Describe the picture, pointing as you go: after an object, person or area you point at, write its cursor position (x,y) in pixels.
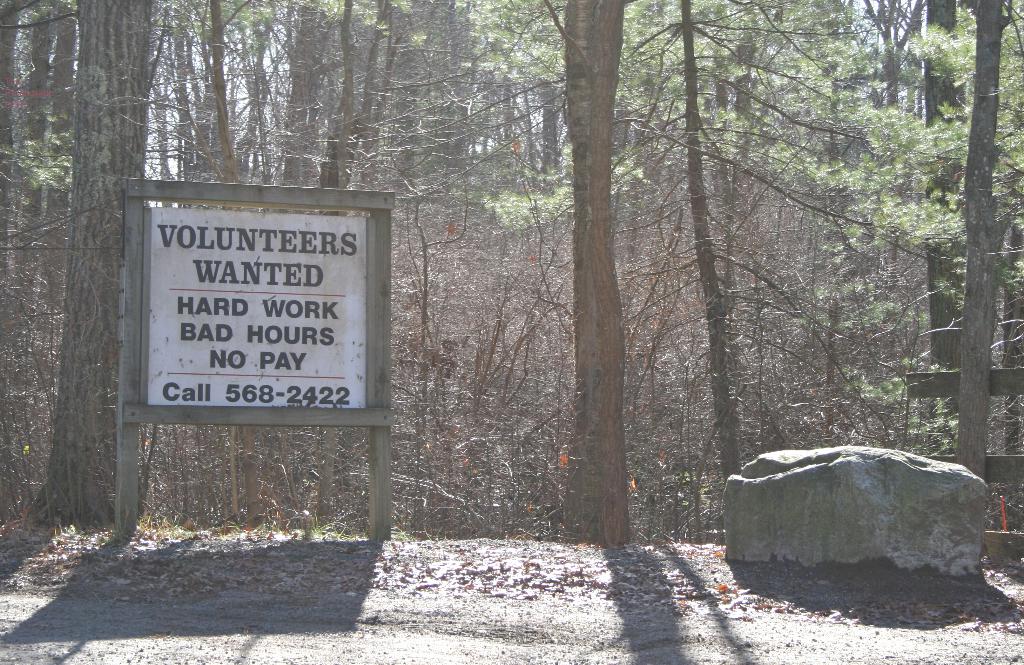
In this image on the left side (271,333) there is a board (241,309) with some text (255,313) written on it and in the background (461,253) there are trees (623,265). On the right side (832,495) in the front (839,505) there is a stone (853,494).
